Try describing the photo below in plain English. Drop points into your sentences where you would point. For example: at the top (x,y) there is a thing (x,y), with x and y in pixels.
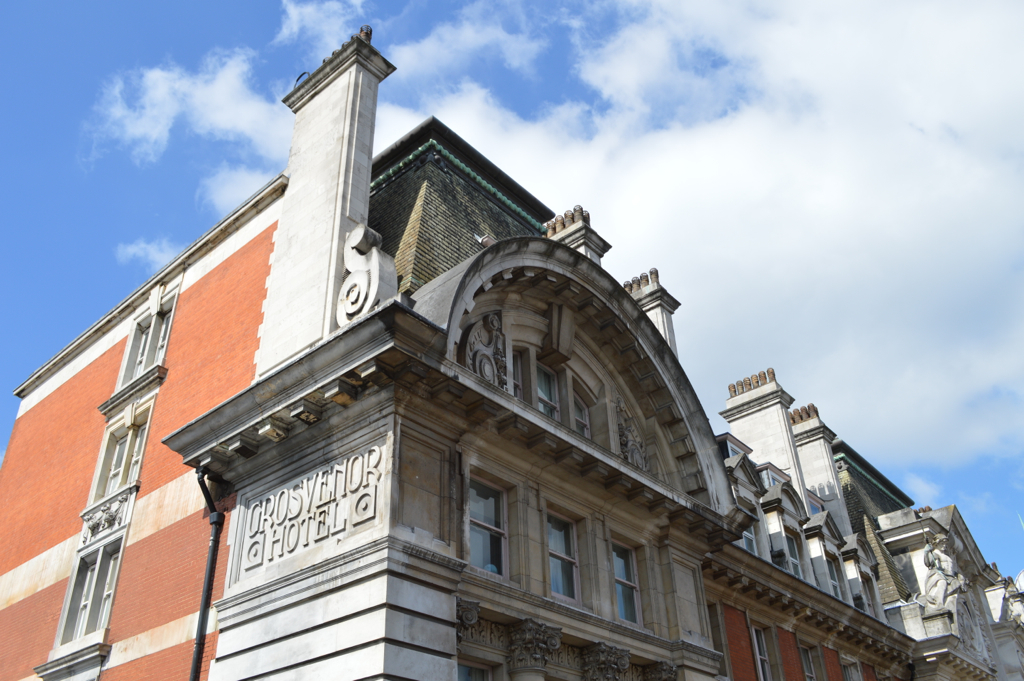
There is a building (430,415) with windows (487,512). On the building (329,513) something is written. In the background (651,112) there is sky (660,70) with clouds (625,107).
